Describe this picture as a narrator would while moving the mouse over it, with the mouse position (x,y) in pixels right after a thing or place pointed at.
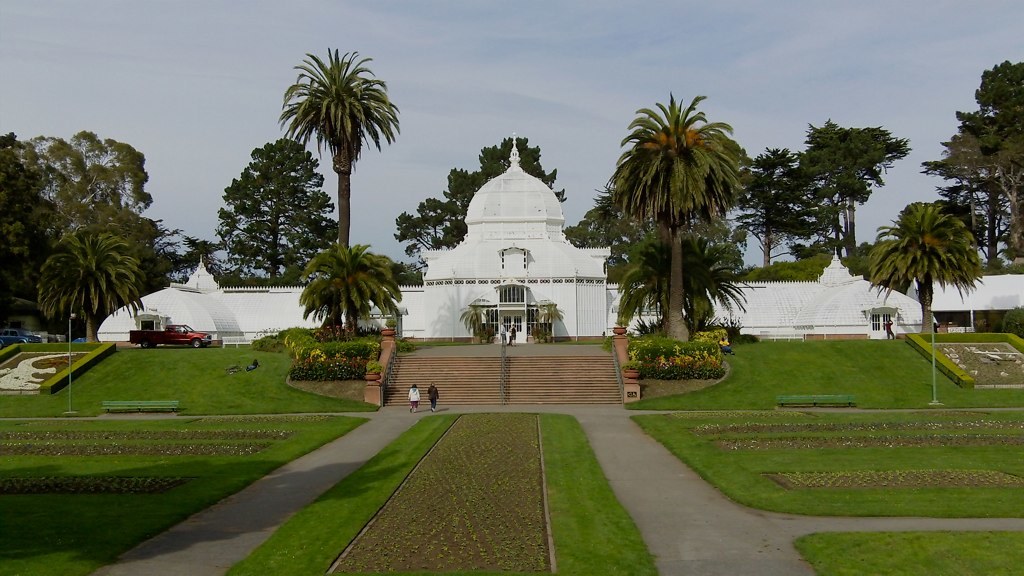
In this image we can see a building (459,322). In front of the building (439,315) we can see the vehicles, trees (702,325), plants (664,336), persons (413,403) and stairs (484,367). In front of the stairs (598,383) we can see the grass (207,443), persons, plants (353,377) and poles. Behind the building (505,270) we can see a group of trees (301,199). At the top (326,180) we can see the sky (477,62).
